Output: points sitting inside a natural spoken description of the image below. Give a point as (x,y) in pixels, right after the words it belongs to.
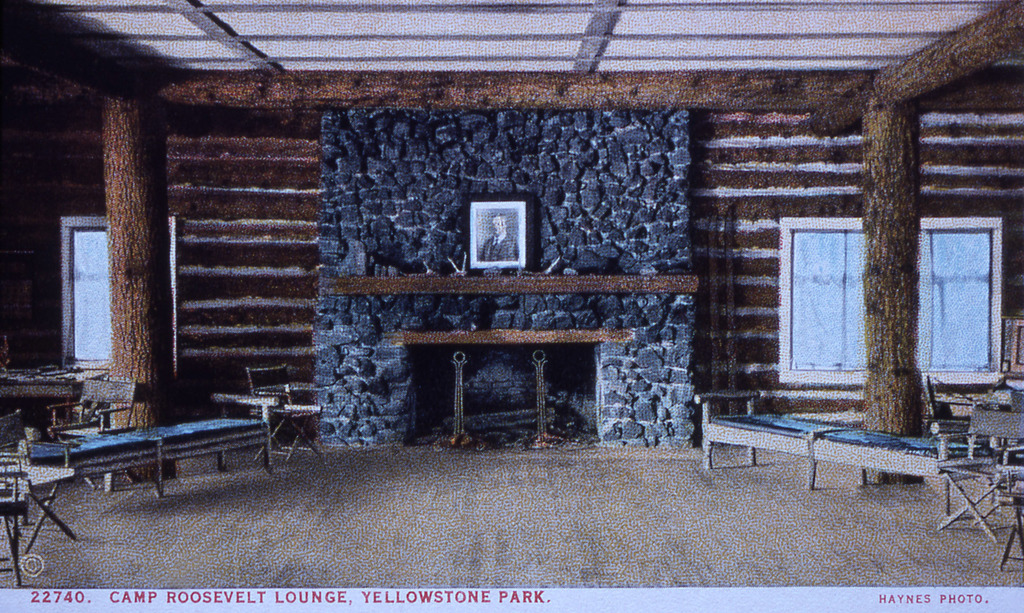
In the picture we can see a house (893,99) inside it, we can see a tree branch pillars (906,394) and a wall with rocks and on the floor (810,515), we can see some chairs (946,499) and tables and into the wall (395,245) we can see a photo frame (491,253).
